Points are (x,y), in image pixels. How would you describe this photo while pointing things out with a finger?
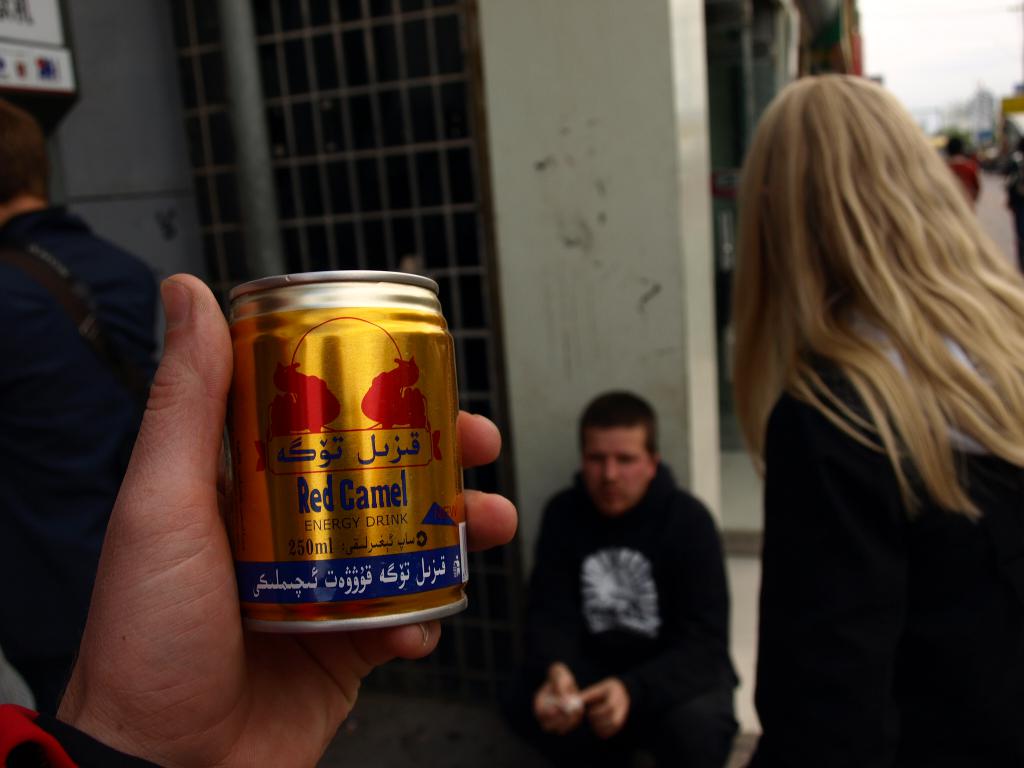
In this image I can see a person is holding something. Back I can see few people (610,436) and few objects (990,139). Background (388,12) is blurred.
